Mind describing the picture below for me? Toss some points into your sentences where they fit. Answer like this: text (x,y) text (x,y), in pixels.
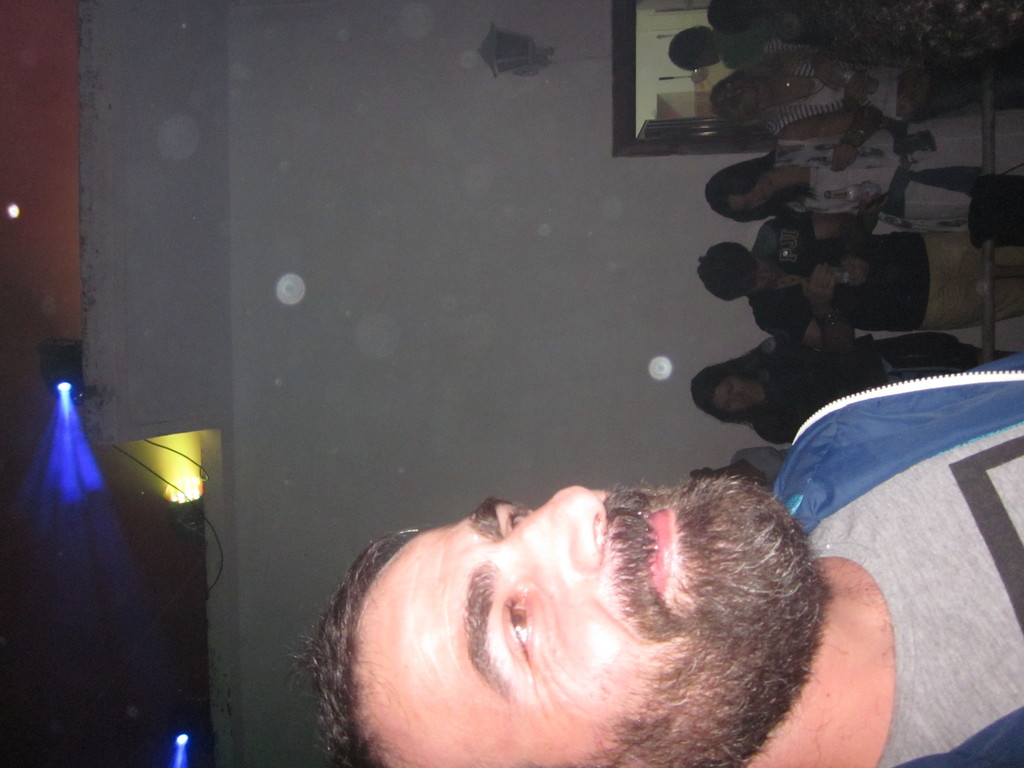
In this image I can see group of people (834,368) standing and they are holding few bottles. In front (950,646) the person (831,673) is wearing gray and blue color dress (928,572). In the background (437,436) I can see few lights (102,489) and the wall (405,329) is in white color.
